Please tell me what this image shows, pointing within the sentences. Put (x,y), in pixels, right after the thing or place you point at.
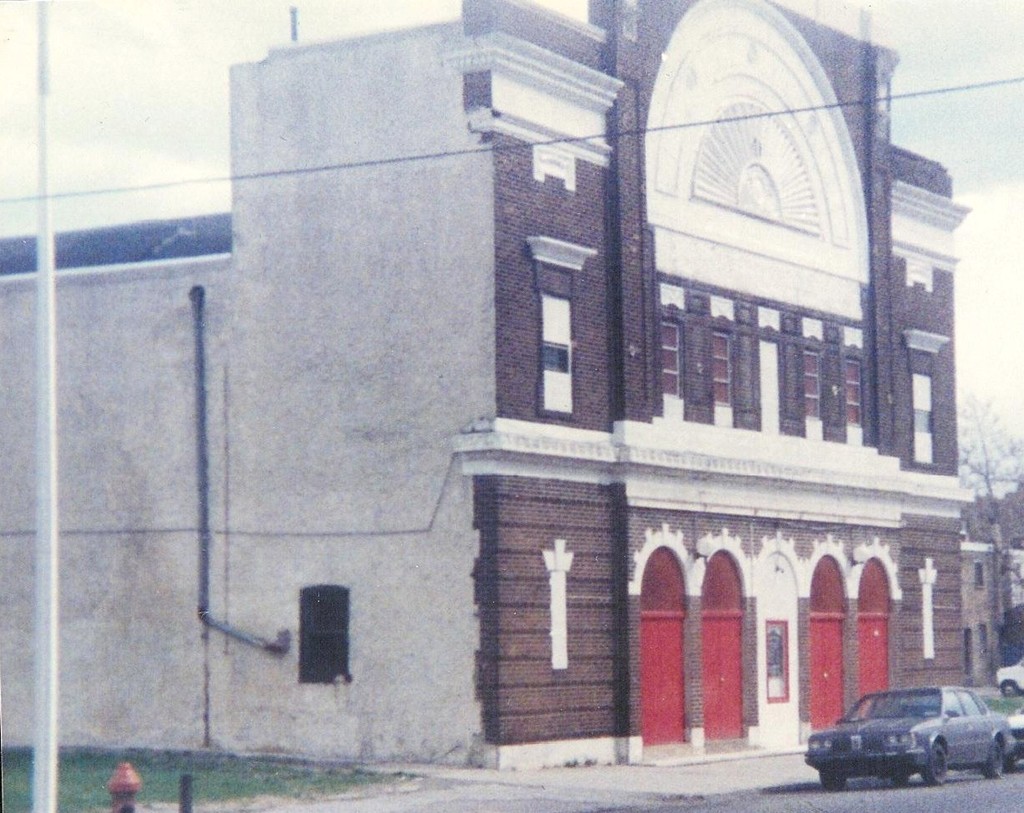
In this picture I can see the vehicles (909,700) on the road (906,800). I can see green grass (354,772). I can see trees (1008,452). I can see the building (852,595).
